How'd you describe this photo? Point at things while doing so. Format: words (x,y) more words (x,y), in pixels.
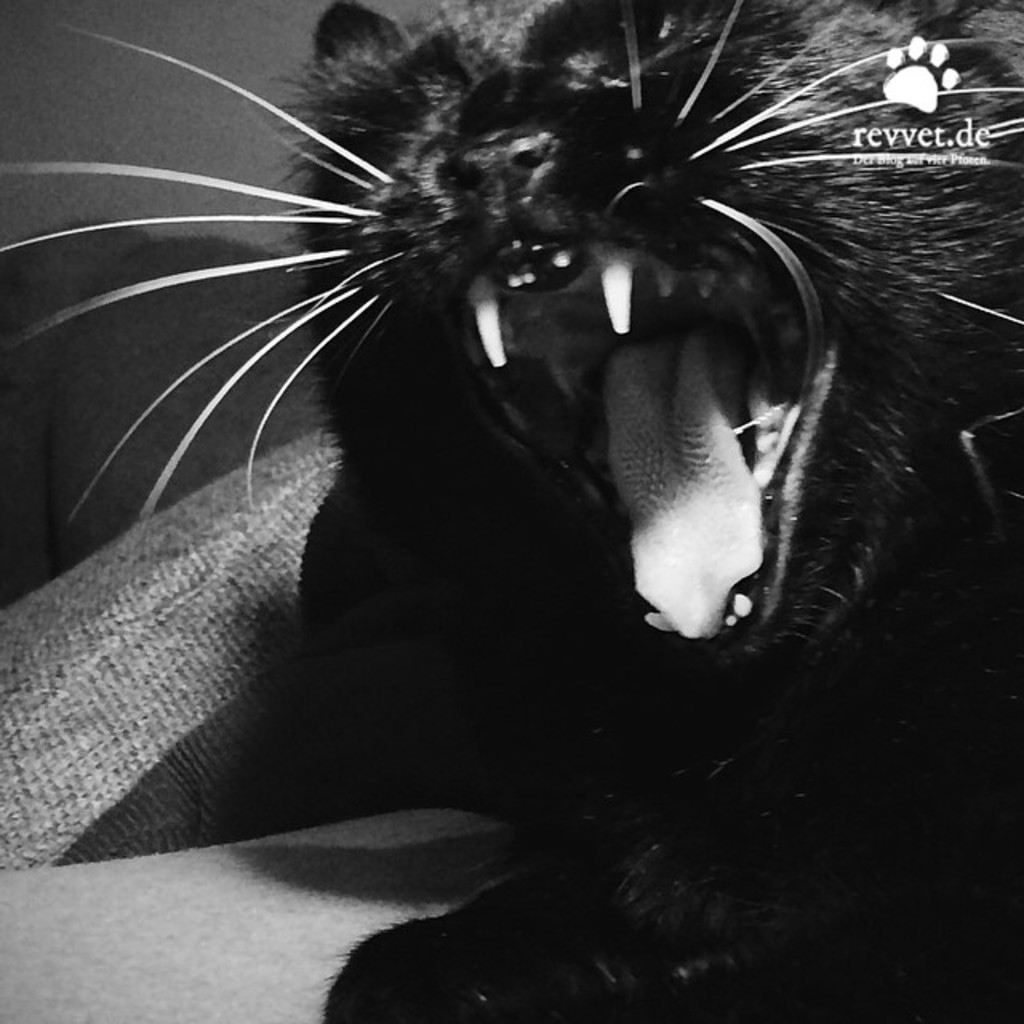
In this picture there is a cat (641,375). On the left side of the image (63,714) there is a cushion (142,663) on the sofa (245,297). At the back (196,135) there is a wall (227,103). At the top right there is text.
